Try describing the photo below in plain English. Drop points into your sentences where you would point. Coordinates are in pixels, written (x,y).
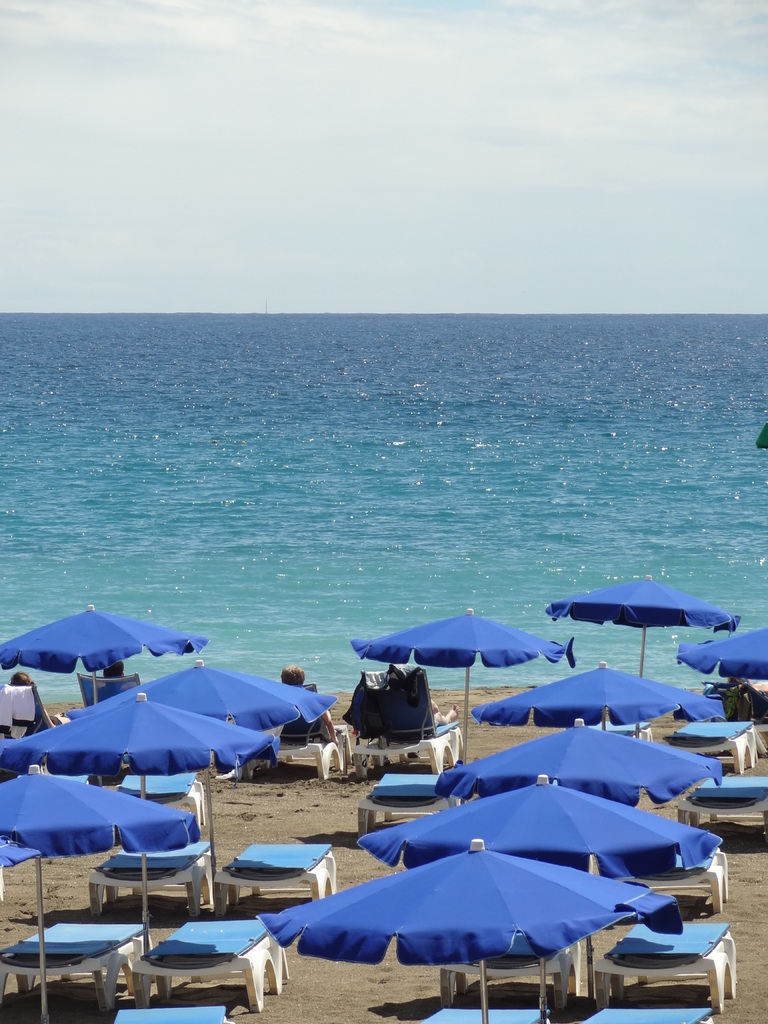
In this image there are loungers (274,851) under umbrella (455,787) few persons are sitting on the loungers (388,792), in the background (71,602) there is a sea (474,322) and the sky (237,193).
